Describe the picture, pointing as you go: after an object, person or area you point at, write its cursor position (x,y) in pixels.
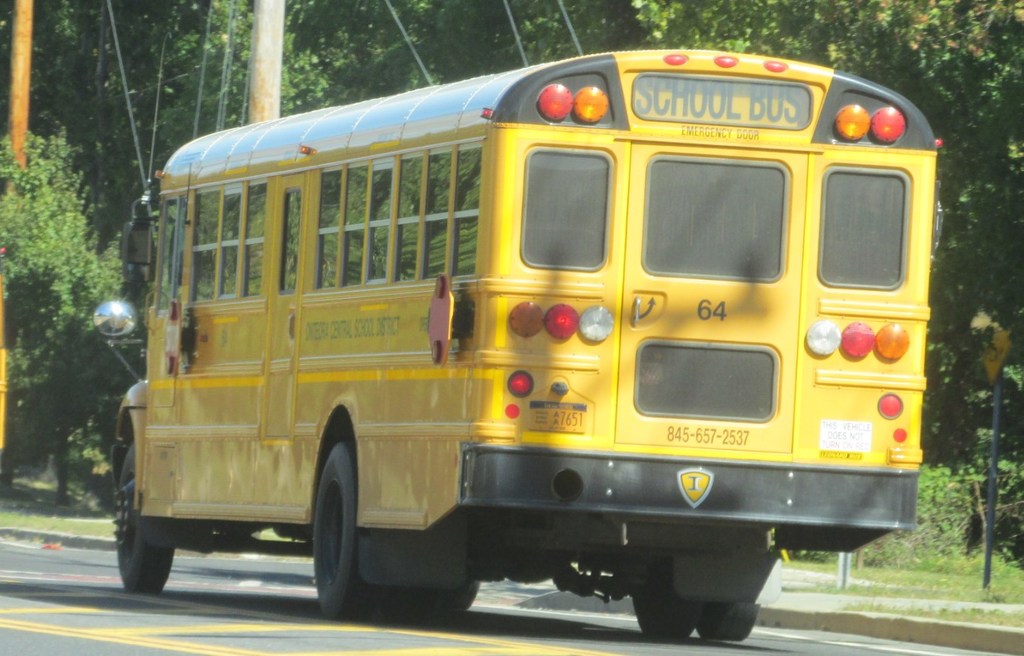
This picture shows a school bus (210,143). We see trees (987,42) and couple of poles (30,26). The bus (489,386) is black and yellow in color.
